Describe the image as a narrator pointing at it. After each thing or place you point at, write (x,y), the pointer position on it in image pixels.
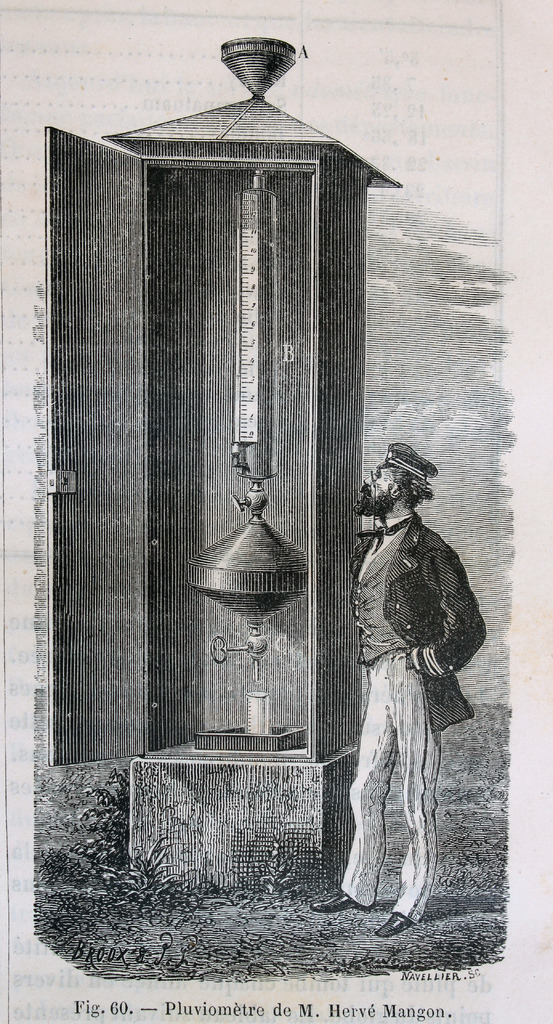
In this picture we can see paper (435,914). In the paper (139,615) we can see a man (400,507) and wooden box (341,605) in cartoon image. On the bottom (421,1017) we can see watermark (98,1013).
